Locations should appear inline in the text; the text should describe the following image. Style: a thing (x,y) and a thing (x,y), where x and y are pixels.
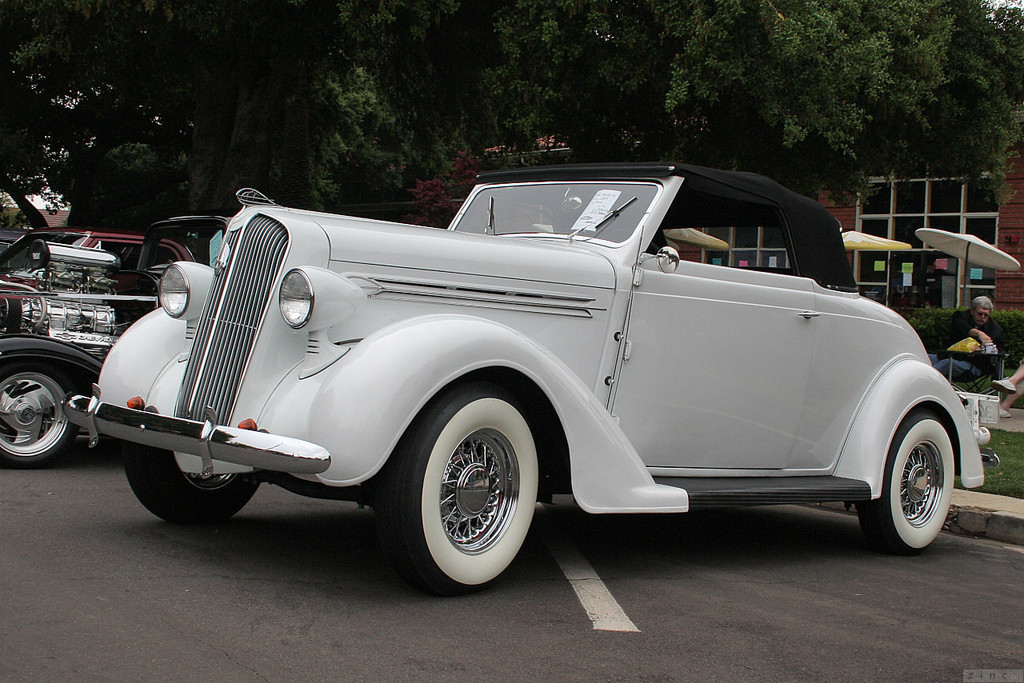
This image is taken outdoors. At the bottom of the image (254,589) there is a road (930,592). In the middle of the image (451,323) a car (499,457) is parked on the road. On the left side of the image (85,295) another car (96,304) is parked on the road (13,473). At the top of the image (417,101) there are a few trees (616,95). In the background (837,210) there is a building (932,226) and there are a few umbrellas (941,241) and plants (1012,334). Two people (959,328) are sitting on the chairs (979,371) and there is a table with a few things (956,350) on it.
